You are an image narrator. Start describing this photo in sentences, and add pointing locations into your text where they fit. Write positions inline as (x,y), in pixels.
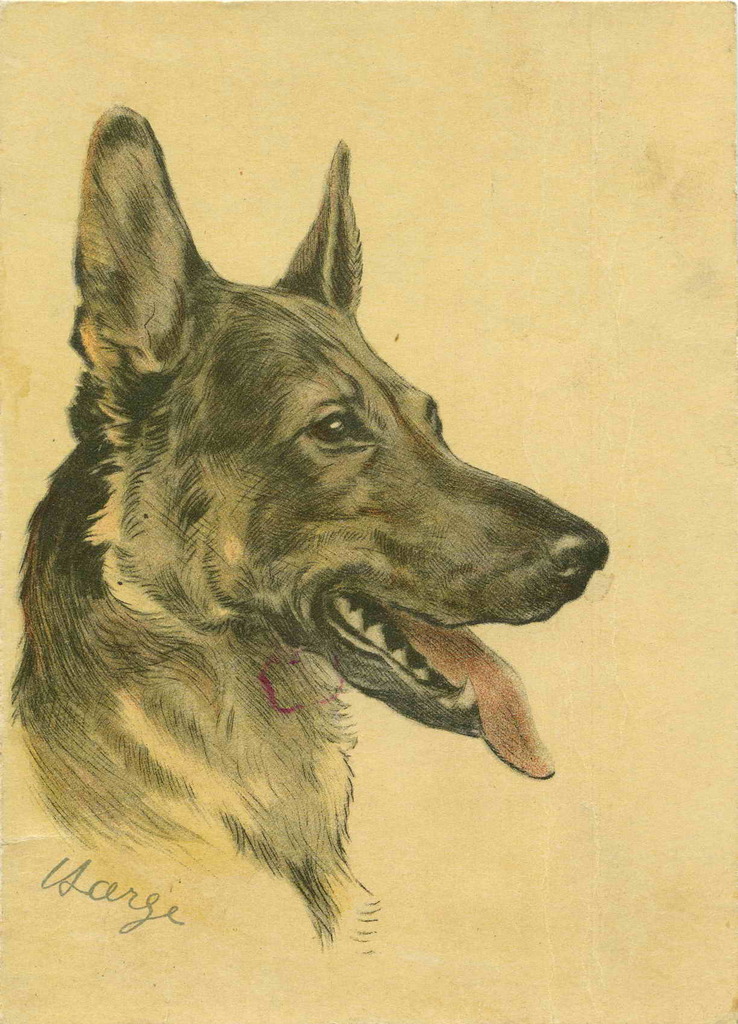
This picture is a drawing, in this picture there is a dog (268,611).
